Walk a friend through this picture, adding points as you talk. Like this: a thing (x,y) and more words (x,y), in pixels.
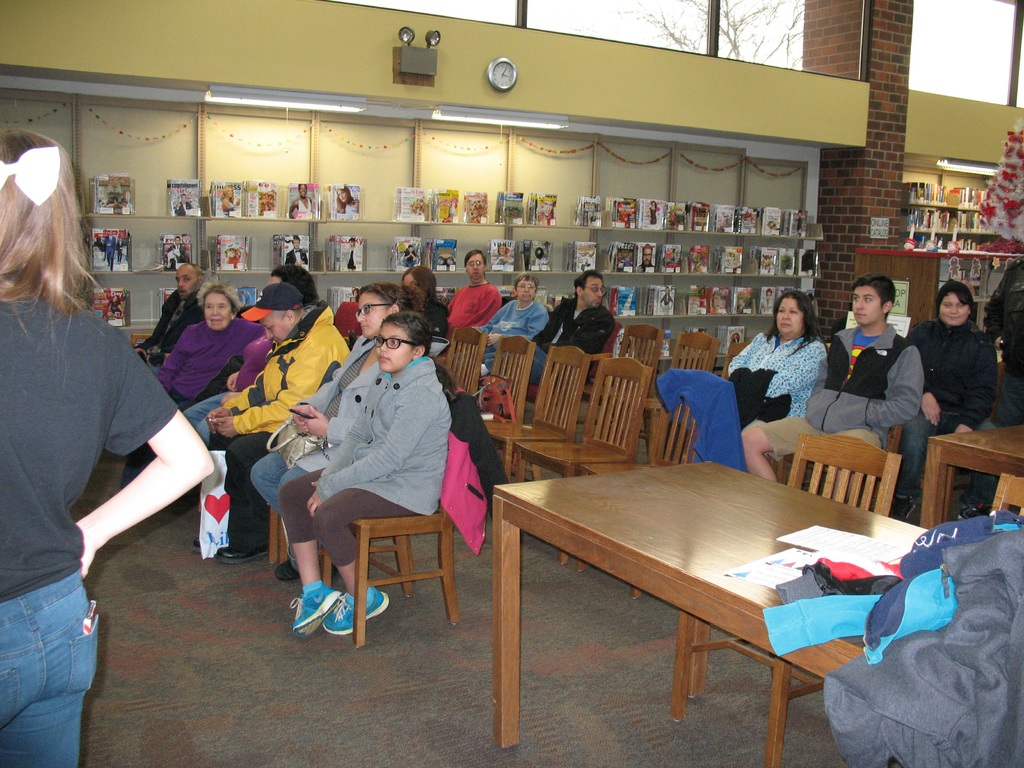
This is a picture taken in a room (345,371), there are a group of people (316,406) sitting on chairs (635,385) and there is a table (670,503) on the table (705,510) there are paper (822,545) and clothes (844,566). In front of the people (383,385) there is a woman (58,405) in black t shirt (48,455) was standing on the floor (225,650). Behind the people (278,422) there are shelves (243,283) with full of books (627,243) and wall (559,90) on the wall (575,102) there is a clock (500,79) and lights (407,45).
